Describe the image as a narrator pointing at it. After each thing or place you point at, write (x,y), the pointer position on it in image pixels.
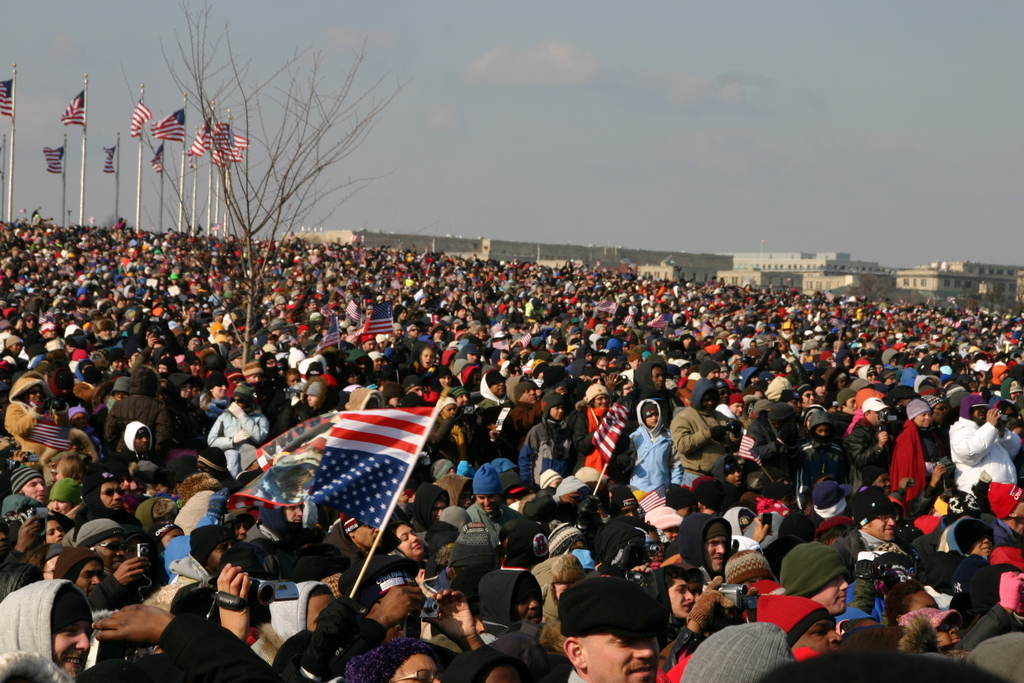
In this image there are buildings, people (274,252), tree (239,170), flags (319,433), poles (182,183) and sky (604,91).
